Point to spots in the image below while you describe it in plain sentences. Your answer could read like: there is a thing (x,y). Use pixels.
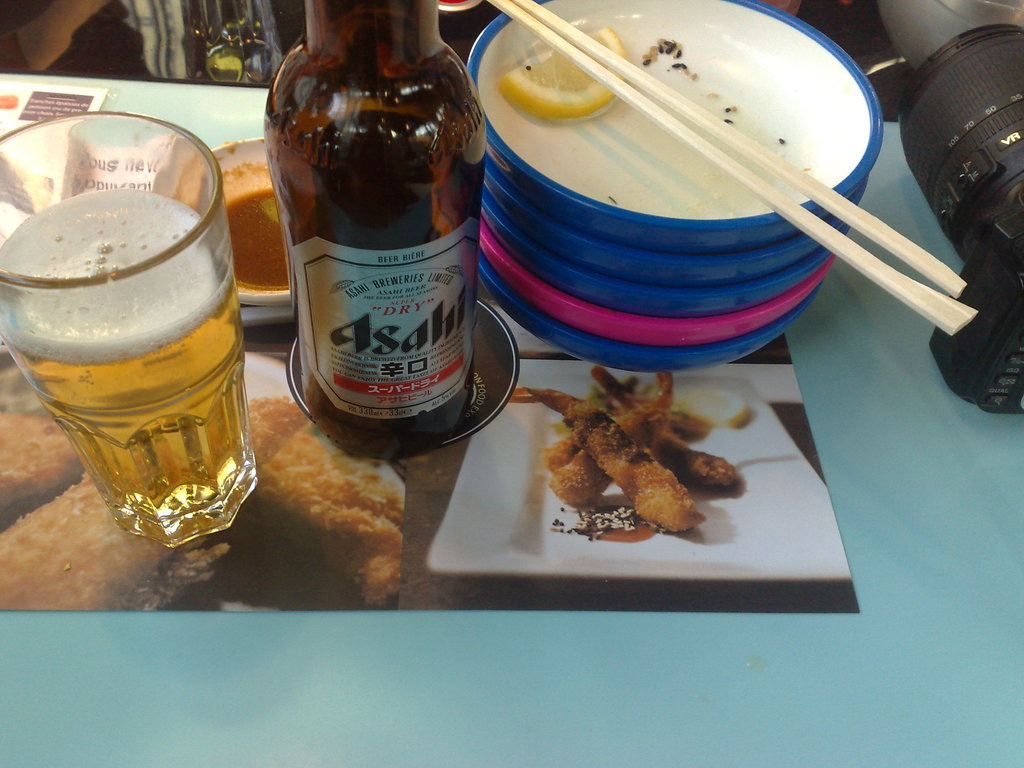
There are beer bottle (372,285), a glass (174,435) filled with beer (195,447), some plates (632,168), a pair of chopsticks (697,141) and a camera (985,177) on a table (968,431).
